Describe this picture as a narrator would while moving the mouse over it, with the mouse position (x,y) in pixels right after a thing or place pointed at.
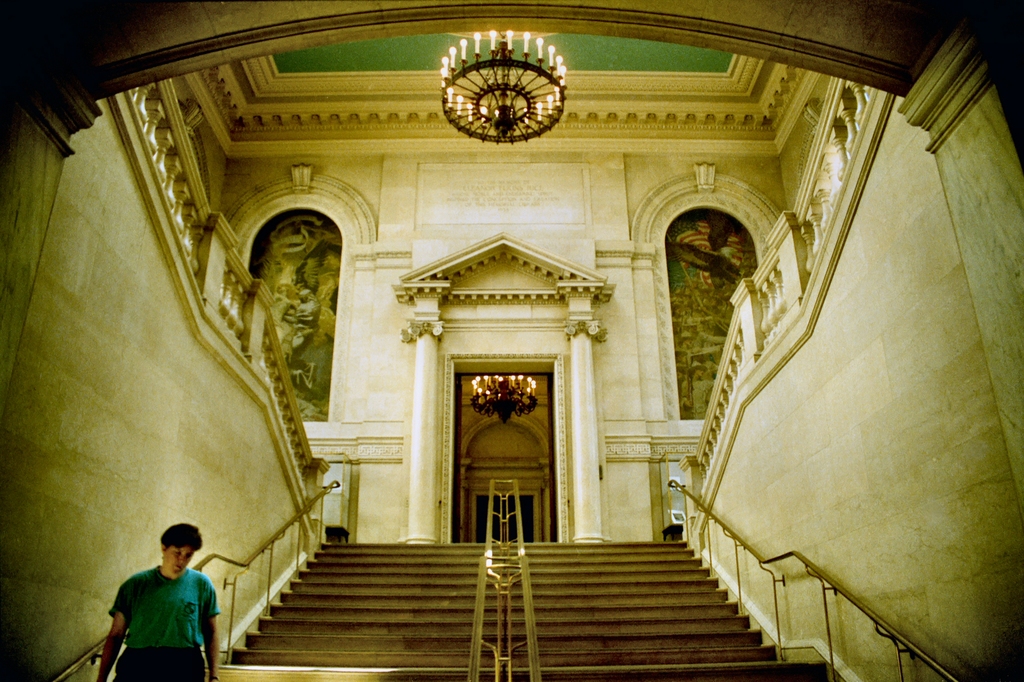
In this picture we can see a person (165,616) wearing green color T-shirt (165,617) standing, we can see staircase (421,617) and in the background of the picture (426,299) there is a wall (396,275) which is painted and top of the picture (558,47) there is chandelier (452,113), there is roof (288,88).
